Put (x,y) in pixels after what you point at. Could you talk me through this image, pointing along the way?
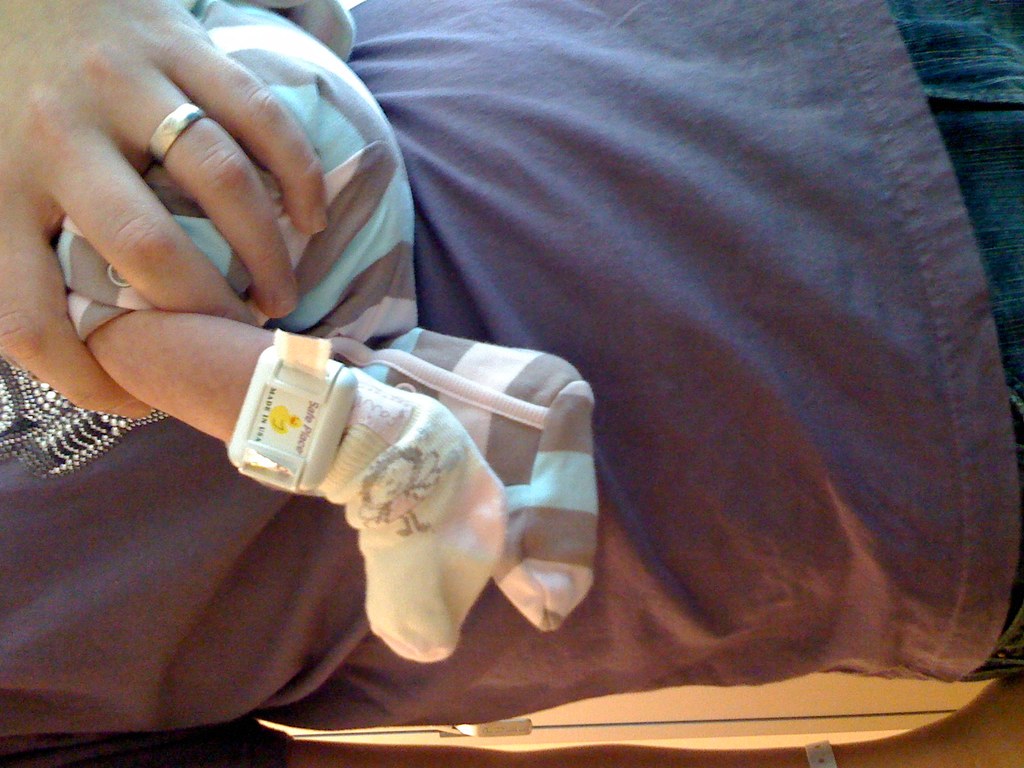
Here in this picture we can see a person (185,243) standing over a place and carrying the baby (231,362) in arms (266,158) and we can also see a ring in one of the person's finger (188,167).
